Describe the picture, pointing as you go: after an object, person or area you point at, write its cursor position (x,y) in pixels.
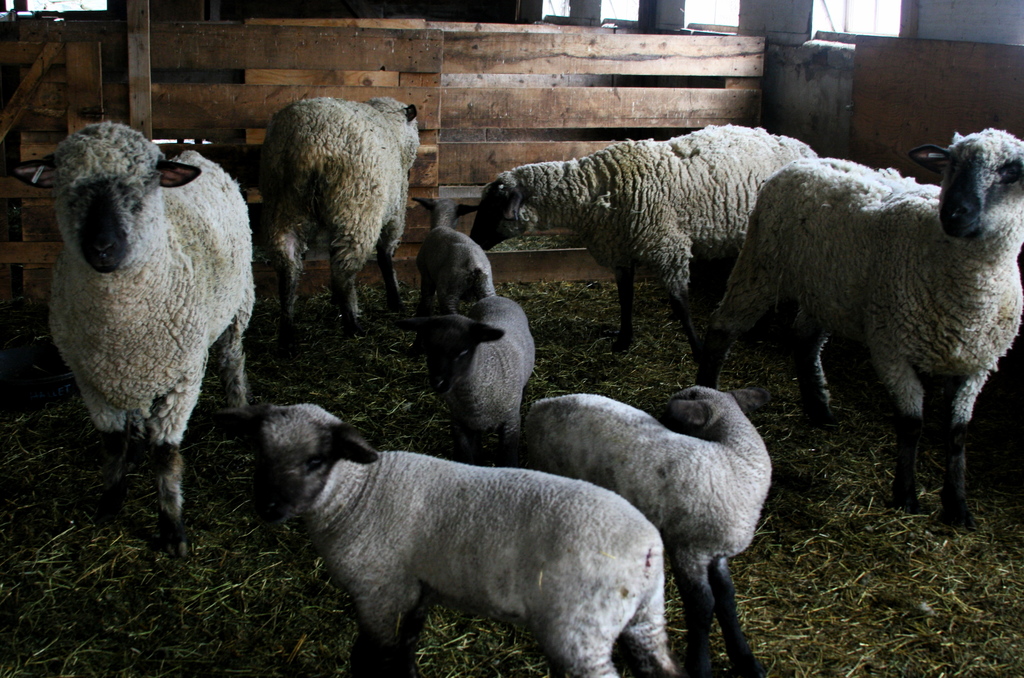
In this image I can see few animals (349,283) in white and black color. I can see the wooden fencing (759,93) and dry grass (855,558).
